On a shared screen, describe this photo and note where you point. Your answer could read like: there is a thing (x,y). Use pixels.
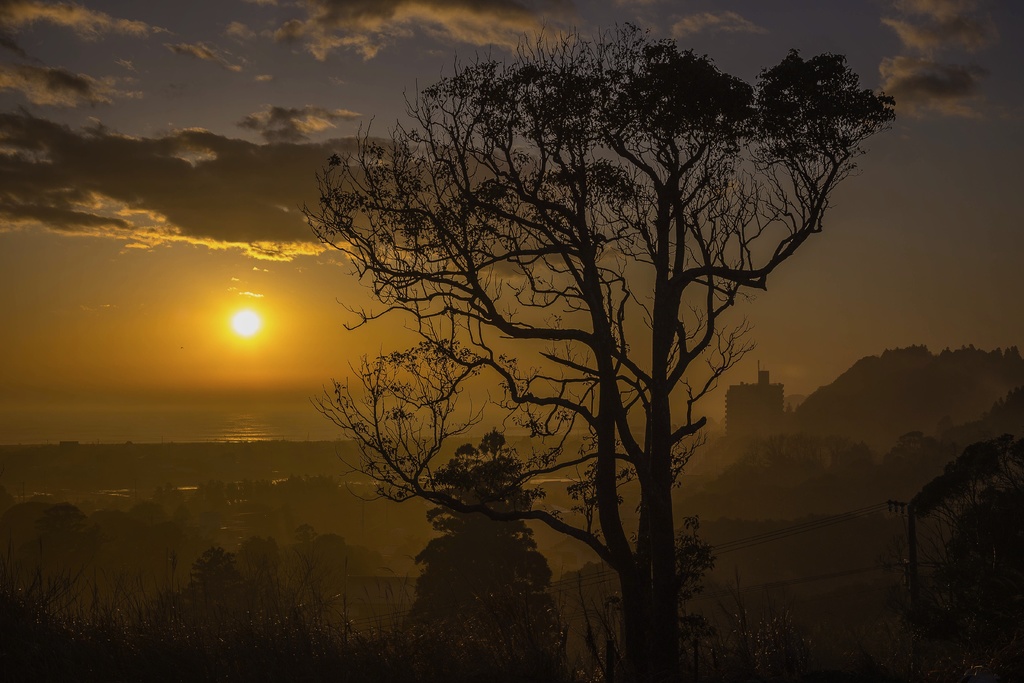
In this image we can see there is the building (775,417), trees (487,502), current pole (906,510), sun (246,328) and the sky (267,224).
